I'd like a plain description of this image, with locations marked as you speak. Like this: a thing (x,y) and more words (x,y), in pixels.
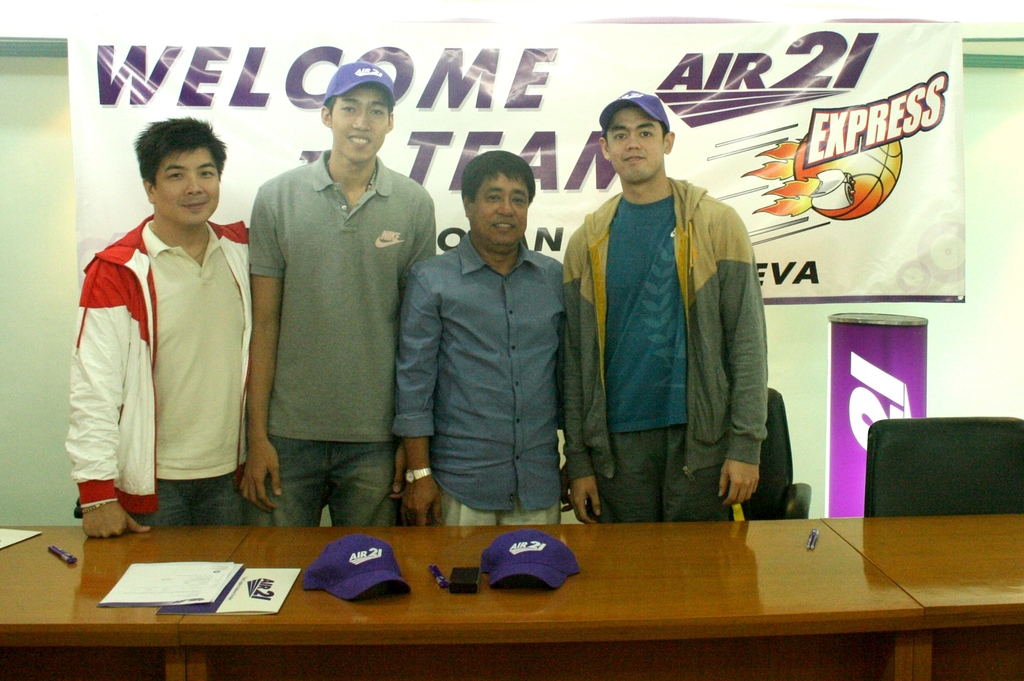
In this picture there are four people (573,481) those who are standing in front of the wooden desk (319,603), and there are some papers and caps (519,578) on the table (310,591), there is a banner (147,78) behind the people (640,284), its written on it like welcome team express.
